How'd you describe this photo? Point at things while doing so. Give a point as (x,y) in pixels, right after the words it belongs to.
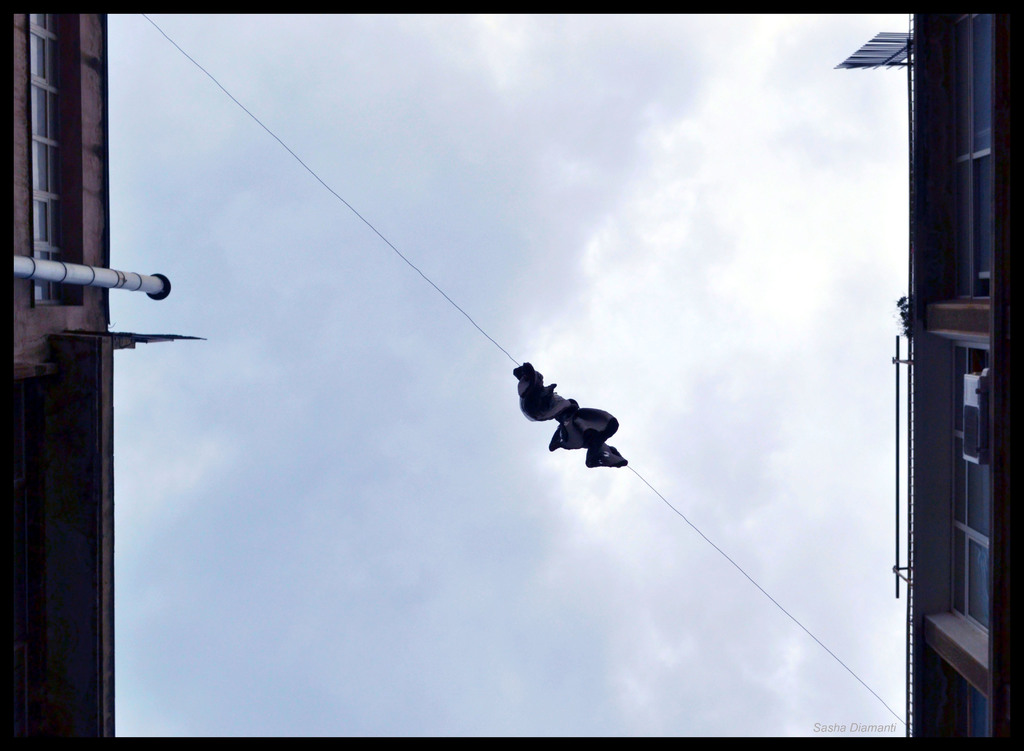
This is an edited image. I can see a cloth (553,417) hanging on a rope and there is the sky (268,478). On the left (83,480) and right side of the image (937,491), there are buildings (970,530). On the left side of the image (36,269), there is a pipe (24,264).
